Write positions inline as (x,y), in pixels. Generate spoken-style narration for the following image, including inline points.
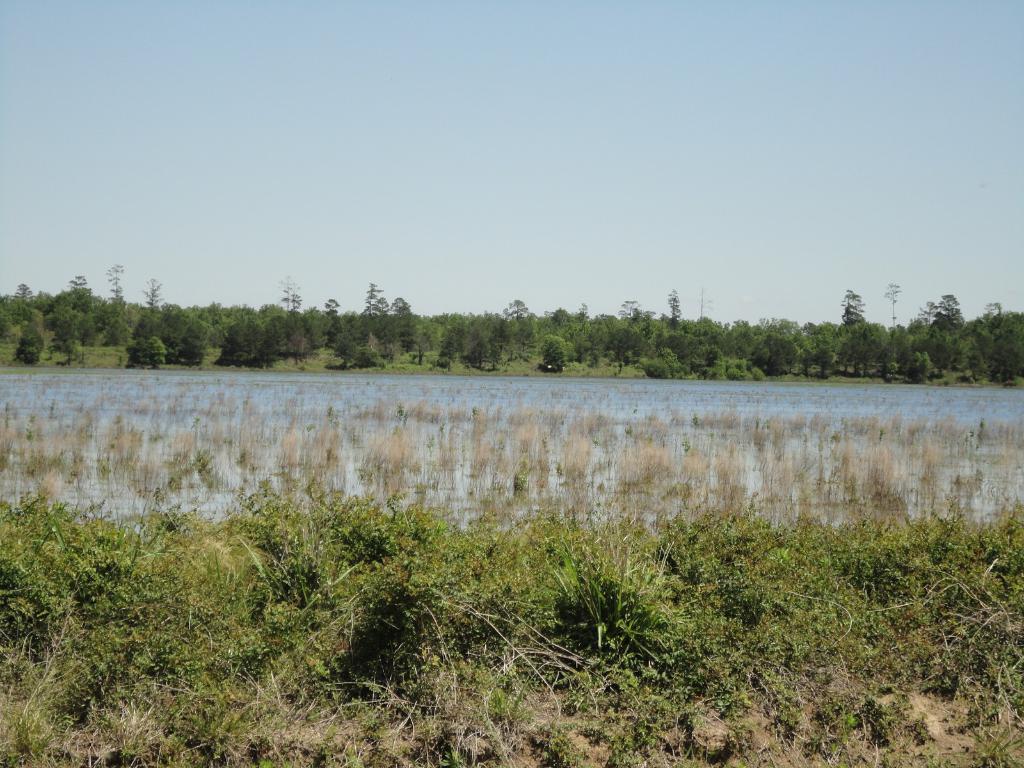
There are plants (902,600), water (426,424) and trees (200,328) at the back (475,368).
